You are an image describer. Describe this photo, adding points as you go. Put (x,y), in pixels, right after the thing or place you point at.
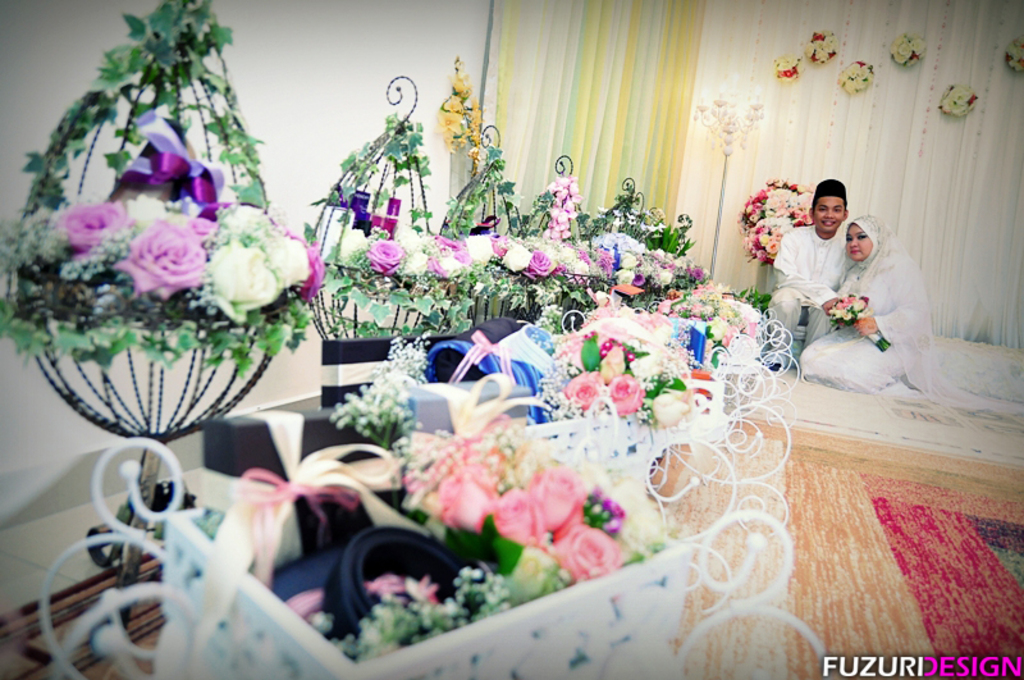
This picture might be taken inside a room (716,612). In this image, on the right side (932,375), we can see two people (890,306) man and woman (896,312) are sitting on the floor (939,567). In the middle (518,424), we can see flower pot (511,476). On the left side (117,329), we can also see some flower pot (365,252) and a plant (207,262). In the background (356,21), we can see a wall (212,384) and a curtain (982,50).
